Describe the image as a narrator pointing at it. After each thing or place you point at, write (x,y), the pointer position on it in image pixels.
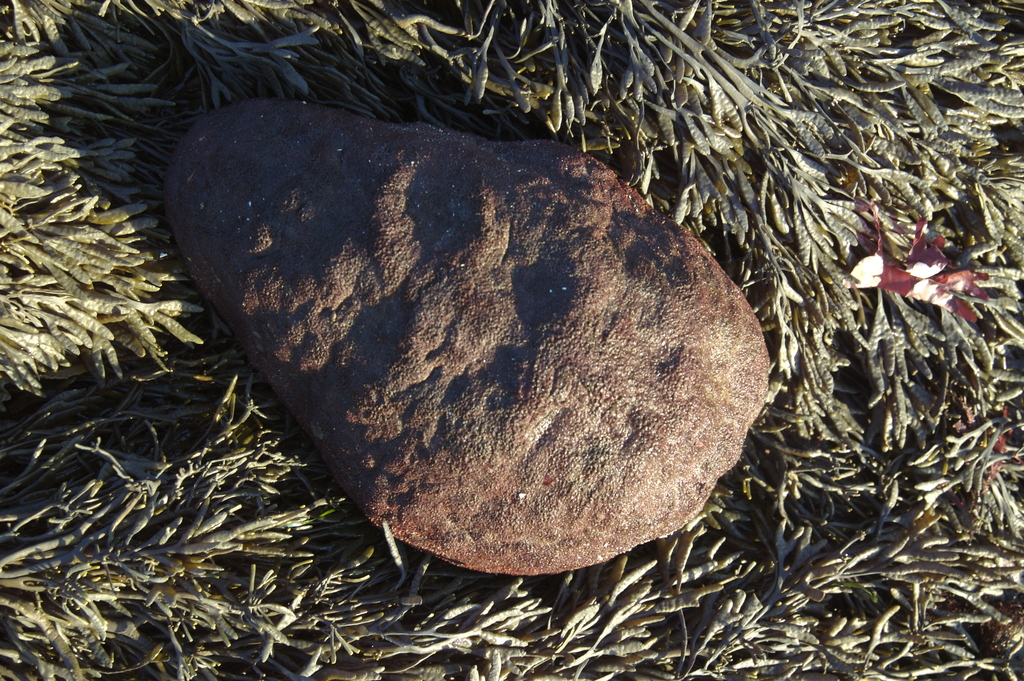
In this image we can see a rock (562,290) on the seaweed (971,503).
